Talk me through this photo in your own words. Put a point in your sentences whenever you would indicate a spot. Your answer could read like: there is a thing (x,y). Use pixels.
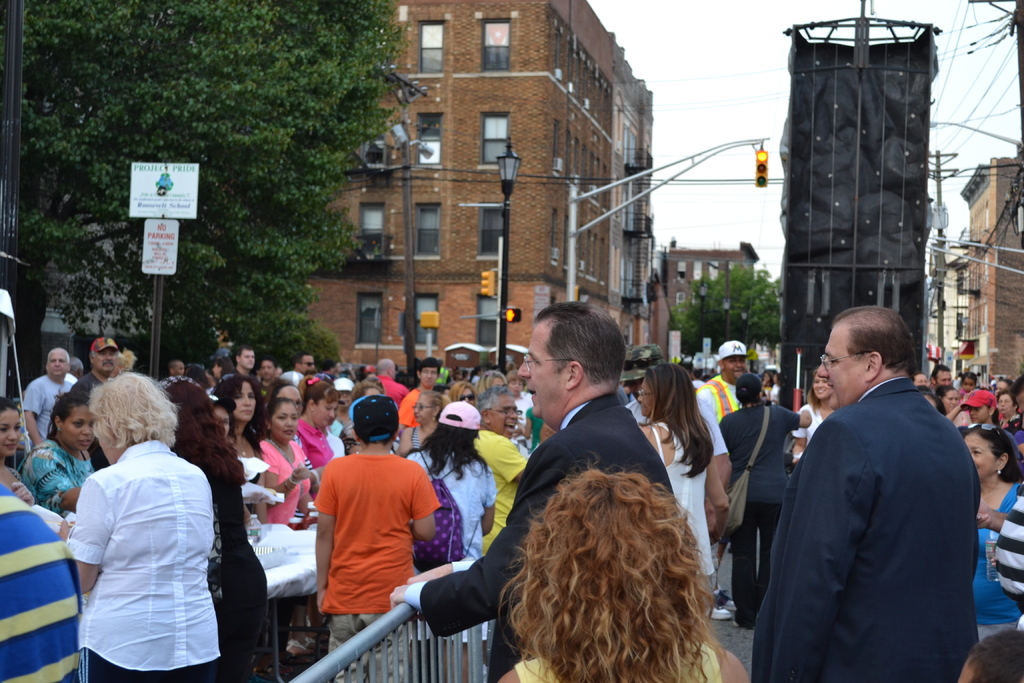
In this image we can see many people (581,545) standing on the road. We can also see the buildings (751,260), trees (754,297), light poles (502,358) and also wires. We can also see the signboard (193,200), traffic signal poles (510,311) and also the fence (398,607). On the right (884,101) there is a black color object (852,223). Sky (697,50) is also visible.
